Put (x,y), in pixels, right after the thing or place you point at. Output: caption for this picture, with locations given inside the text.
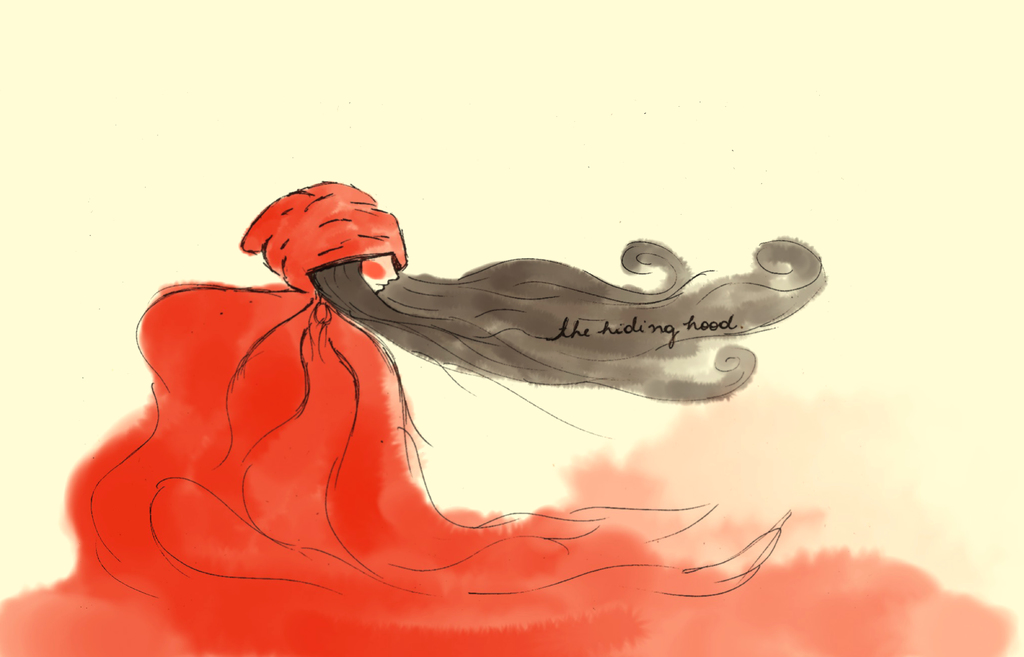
This image consists of a painting (150,434) of a woman (466,604).
